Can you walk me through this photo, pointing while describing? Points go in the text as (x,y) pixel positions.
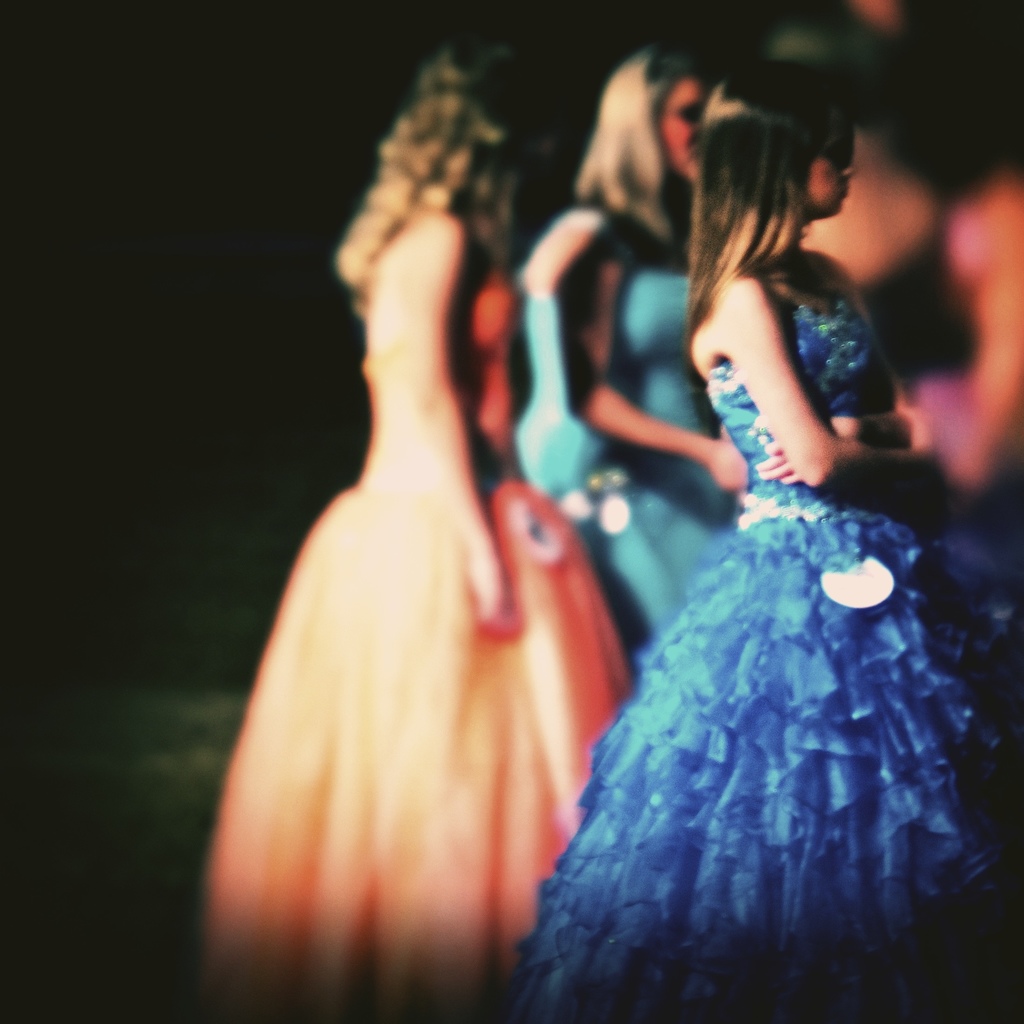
In this image we can see a few people (620,679) standing and the background (149,691) is dark.
